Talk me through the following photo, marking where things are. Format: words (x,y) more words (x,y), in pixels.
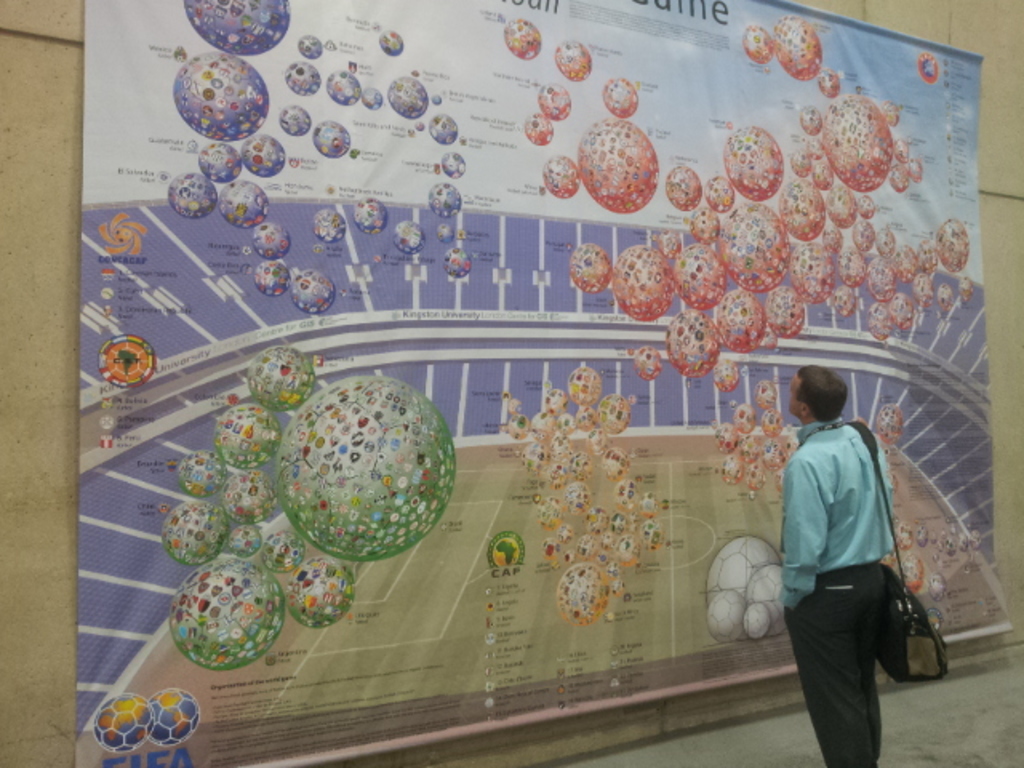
In the image there is a man (821,514) in sea green shirt (846,533) and bag (860,424) standing and looking at the banner (678,159) in front of the wall (54,407).
